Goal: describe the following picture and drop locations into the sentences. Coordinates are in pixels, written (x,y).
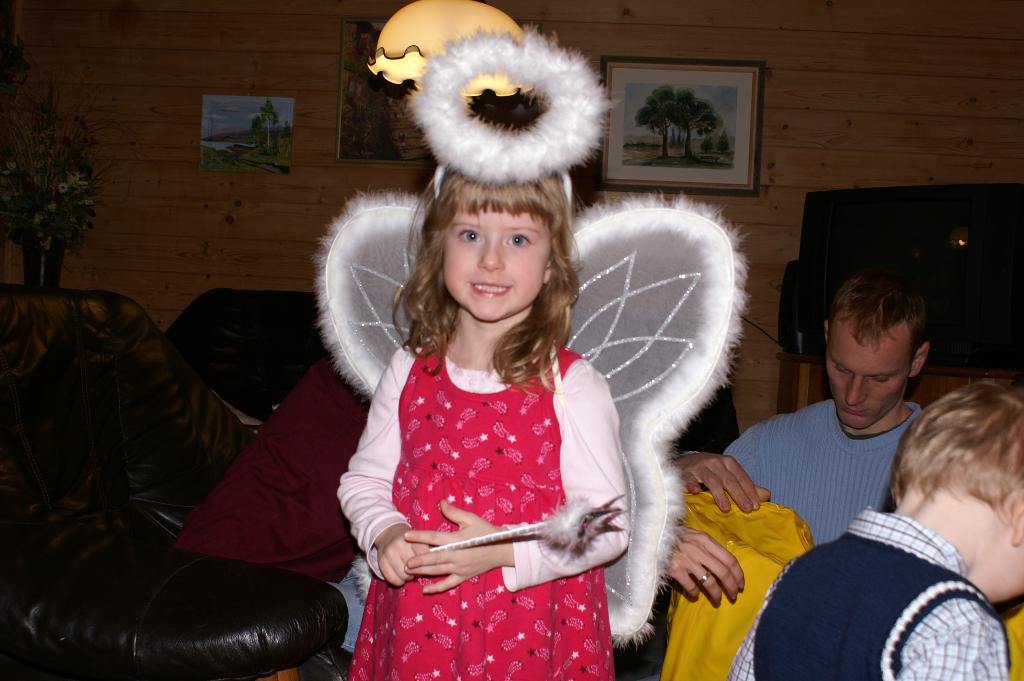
In this picture there is a girl (432,422) standing and holding the object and there are three people (1007,586). At the back (228,393) there are sofas (219,388), there is a television (830,266) on the table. There are frames (655,131) on the wall (59,91). There is a flower vase (16,203) on the table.
